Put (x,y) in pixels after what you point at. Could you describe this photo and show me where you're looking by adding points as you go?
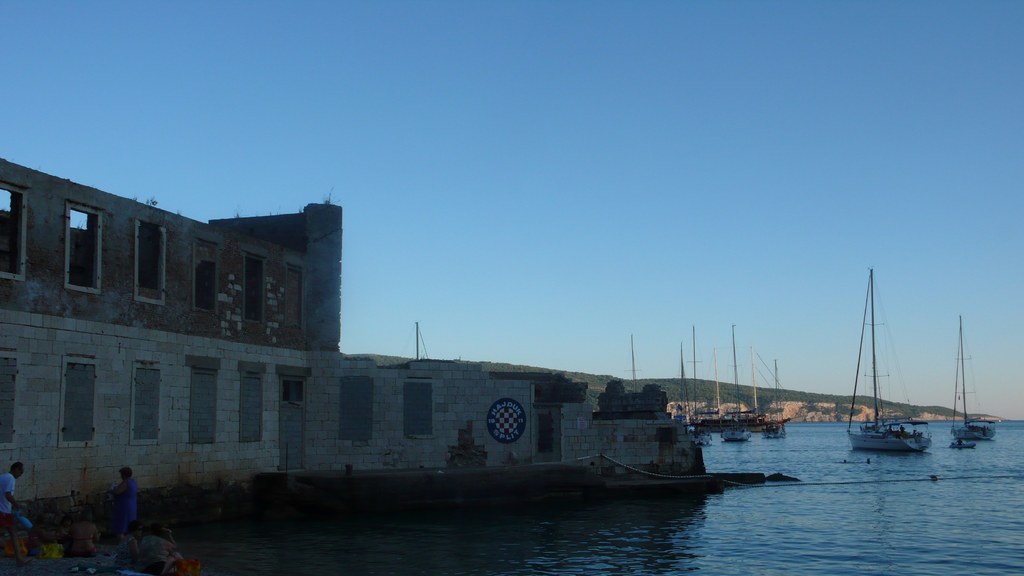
In this image there is a big building (664,460) beside the river (846,508), in which there are so many boats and behind that there is a mountain (712,389), also there are people (75,540) sitting at the bank (7,572) of river (259,544).
